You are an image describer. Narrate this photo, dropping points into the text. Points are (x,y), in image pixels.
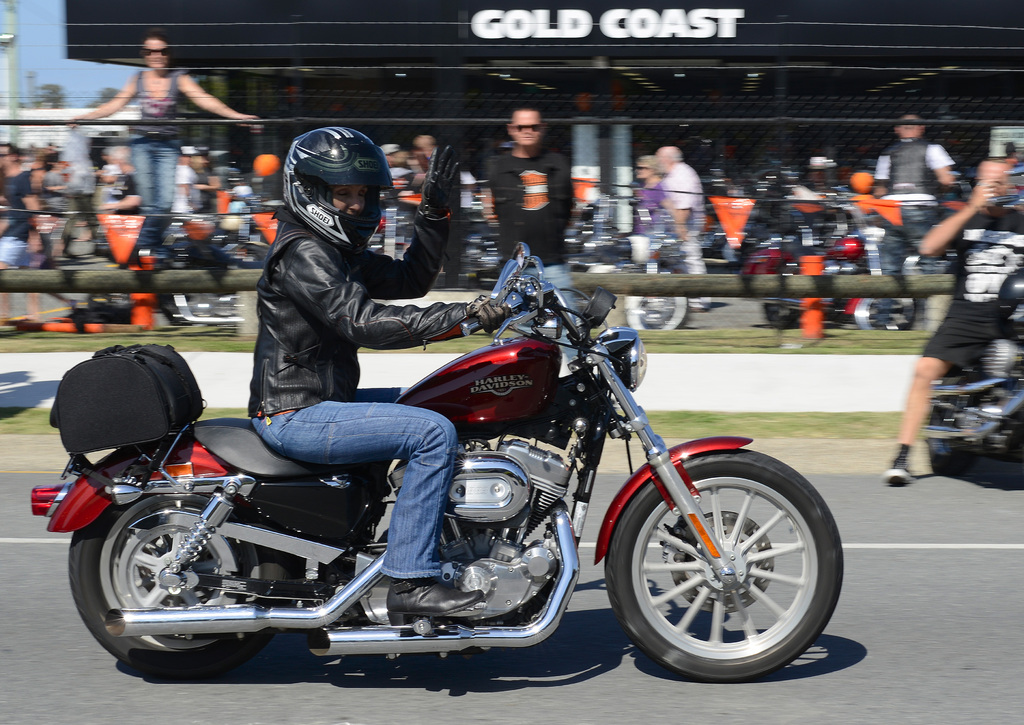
In this image i can see a person (269,329) driving a motorbike (321,522). He is wearing a jacket (316,348), blue jeans (344,411) and a helmet (322,186). In the background (46,41) i can see few people (530,193) standing, sky (54,65) and a building (445,75).
